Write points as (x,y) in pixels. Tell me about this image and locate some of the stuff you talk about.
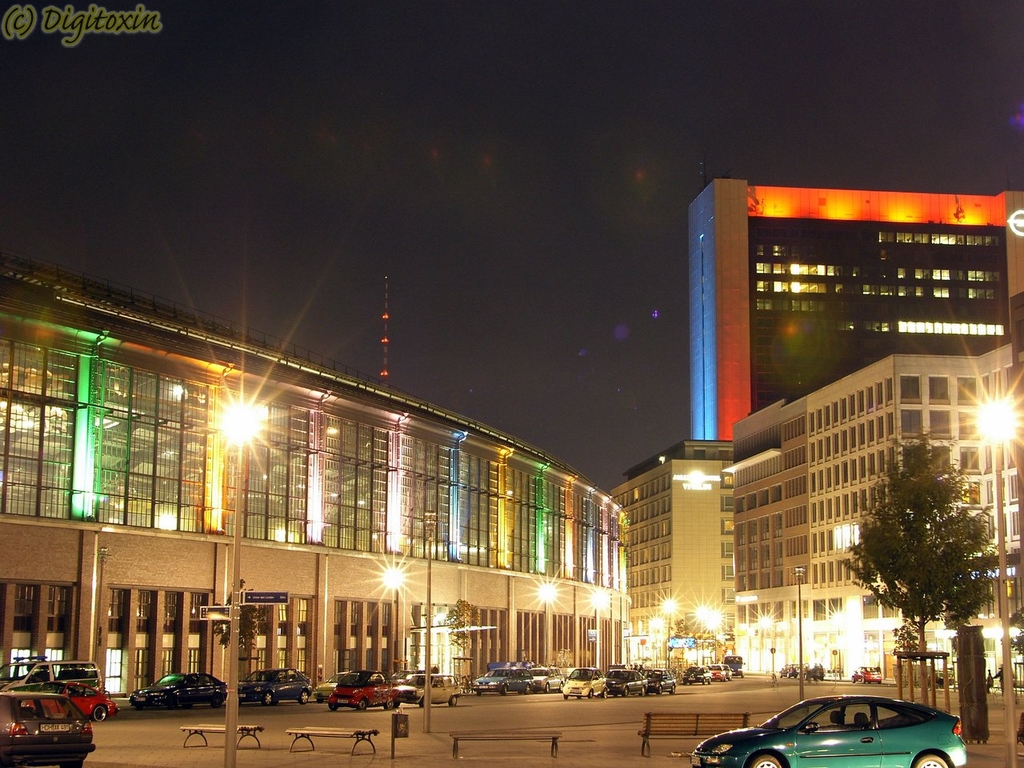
This image is taken during the night time. In this image we can see the buildings (708,570) with lighting (542,539). We can also see the light poles (597,626), trees (953,586) and also the benches (708,719). Image also consists of many vehicles (705,681) parked on the road (549,729). We can also see the sky (622,85). In the top left corner (79,36) we can see the text (41,28).
